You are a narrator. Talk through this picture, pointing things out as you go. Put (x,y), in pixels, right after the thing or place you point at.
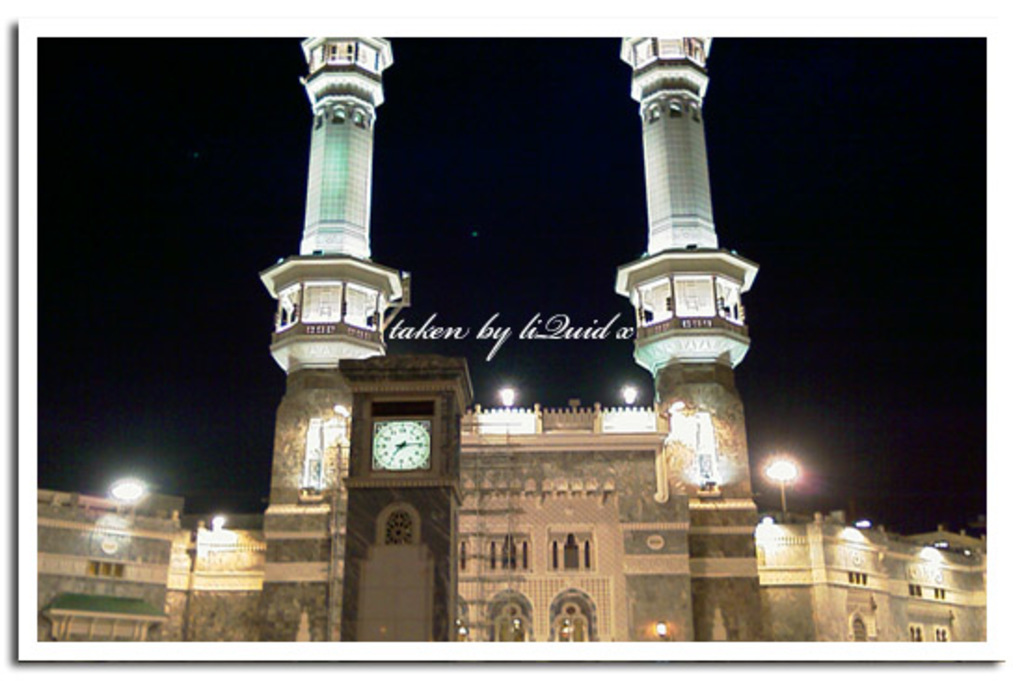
We can see building (739,430), clock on a wall (353,469), lights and text (481,339). In the background (171,472) it is dark.
